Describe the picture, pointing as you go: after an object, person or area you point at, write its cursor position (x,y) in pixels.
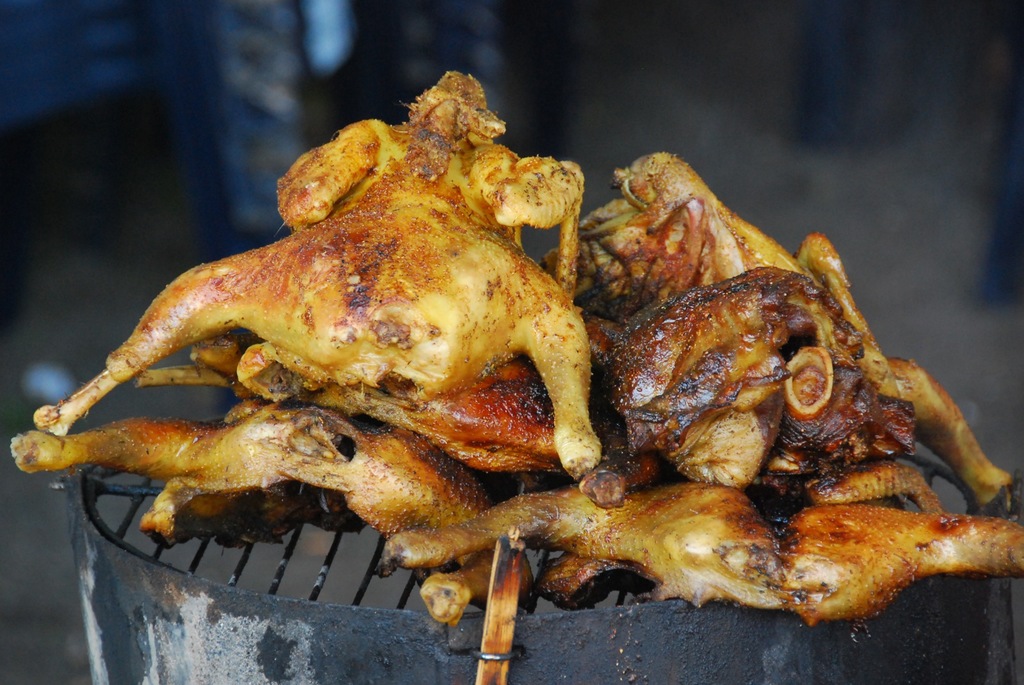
In this image I can see a black colour thing (749,646) and on it I can see number of meat pieces (336,312). On the bottom side of this image (510,549) I can see a wooden stick (513,567) and I can also see this image is little bit blurry in the background (668,125).
